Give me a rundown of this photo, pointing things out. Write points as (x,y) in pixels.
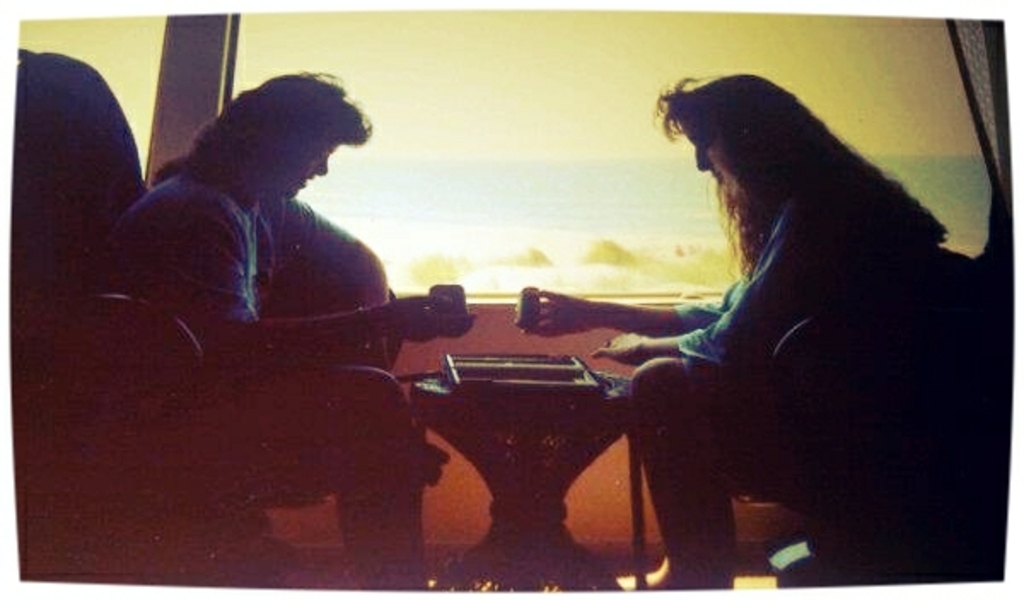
In the photo a man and a woman (878,191) are sitting on a chairs (172,534).
